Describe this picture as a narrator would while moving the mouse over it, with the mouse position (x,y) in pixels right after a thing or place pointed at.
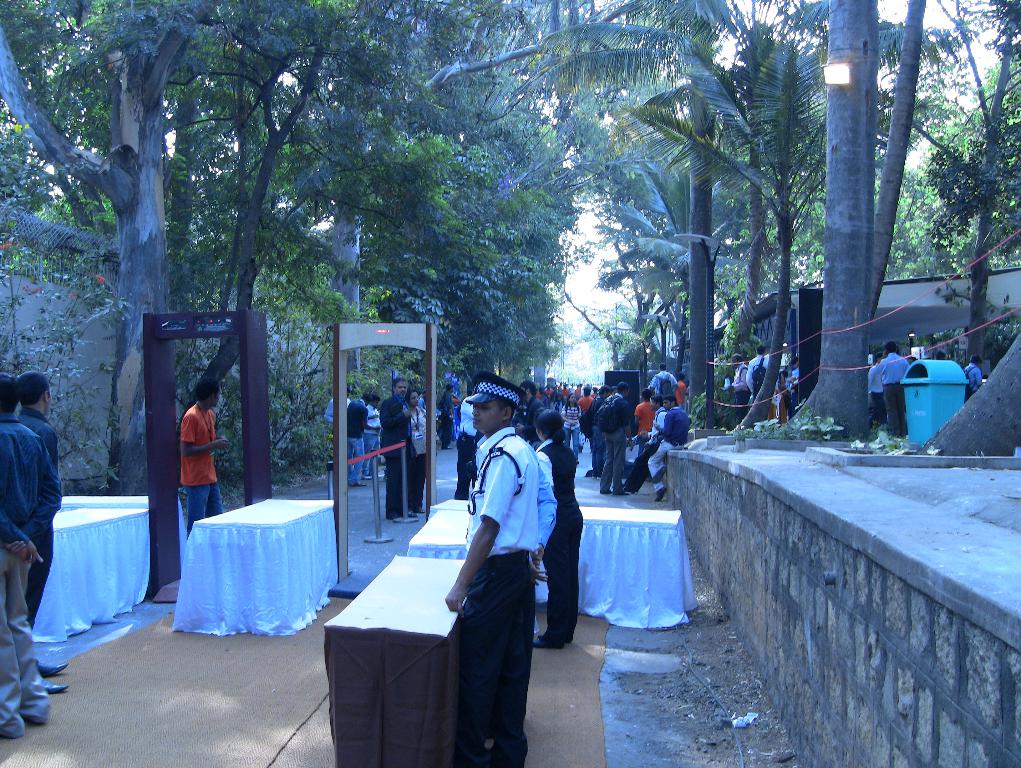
In the center of the image (482,454), we can see a person (485,494) wearing security guard uniform (495,448) and in the background (426,336), there are metal frame detectors (339,381) and we can see some tables (225,551) with cloths (205,542) and there are poles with a ribbon (390,451) and there are many people (622,424) and trees (701,276) and on the right (841,507), there is a wall (840,589) and we can see a bin (933,397). At the top (41,235), there is a light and we can see a mesh (53,241). At the bottom (271,682), there is carpet (280,665) and at the top (896,16), there is sky (892,23).
